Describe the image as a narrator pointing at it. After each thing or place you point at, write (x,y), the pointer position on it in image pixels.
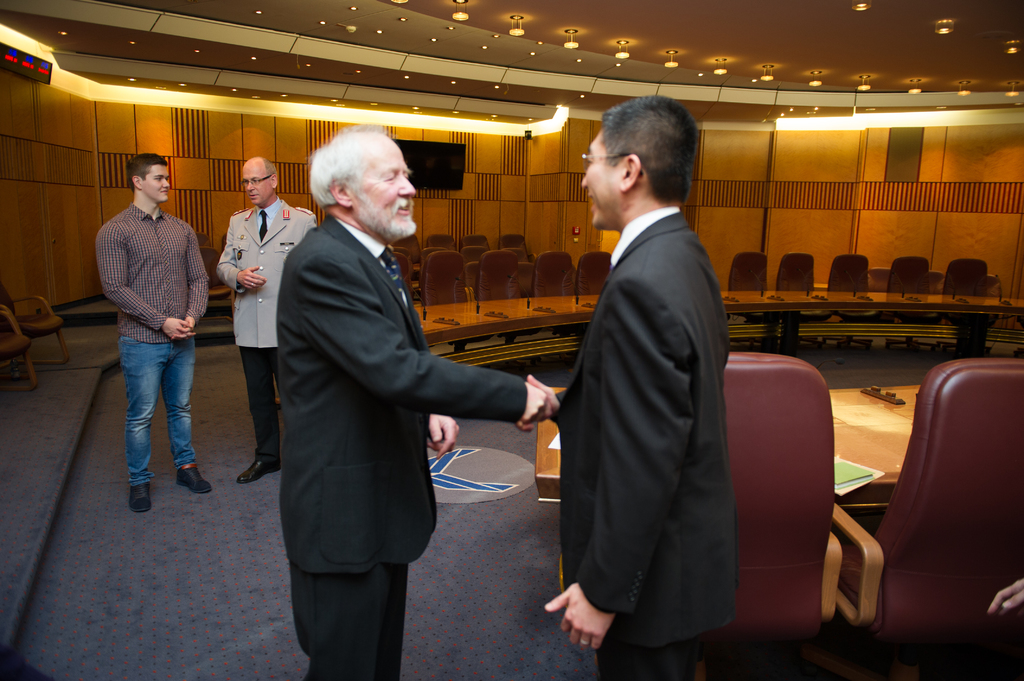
In the image there are two men (553,408) shaking hands (532,408), in the background (235,278) two men (168,290) stood and it seems to be conference hall (776,300) there are many chairs (785,264) and tables (902,311) and over the ceiling (723,85) there are many lights (827,121).
